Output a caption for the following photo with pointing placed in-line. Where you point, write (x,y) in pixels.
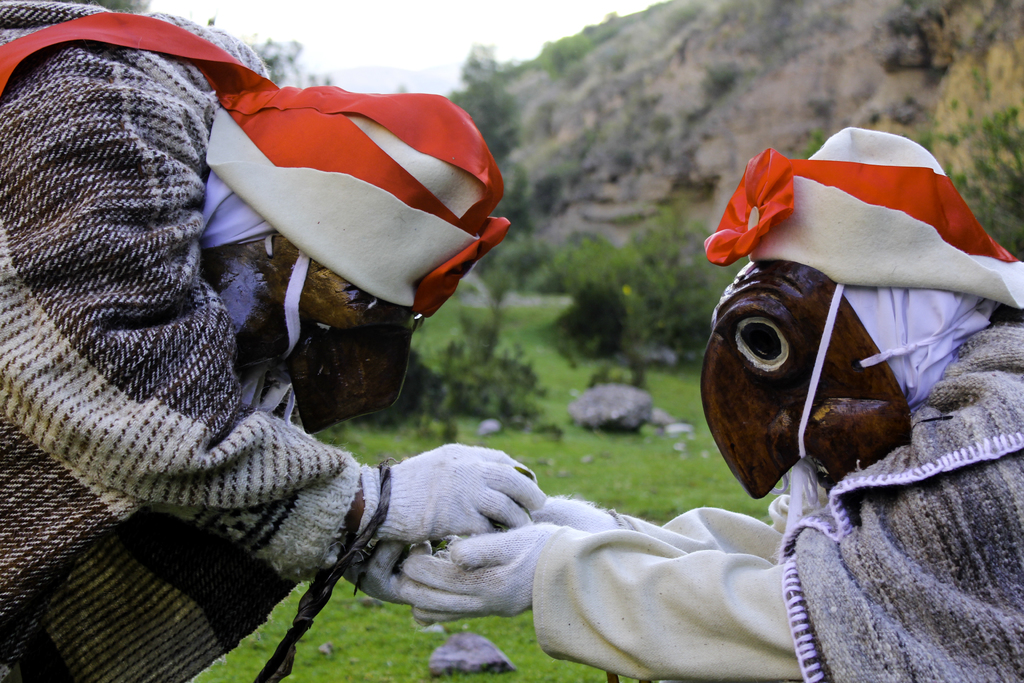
In this image I can see two persons (944,496) with the costumes (931,499). In the background (568,338) I can see few trees (589,271) in green color, mountains (710,40) and the sky (389,40) is in white color.
